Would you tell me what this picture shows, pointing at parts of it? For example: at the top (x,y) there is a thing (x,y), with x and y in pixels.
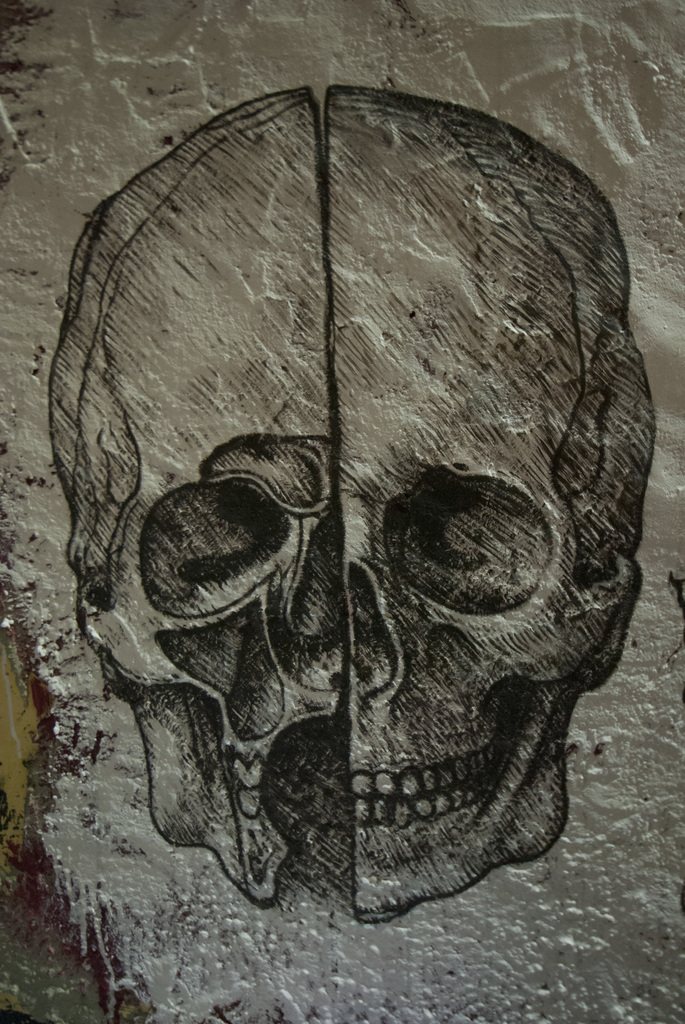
In this image we can see the painting (338,501) of a human skull (251,495) on the wall (362,36).
